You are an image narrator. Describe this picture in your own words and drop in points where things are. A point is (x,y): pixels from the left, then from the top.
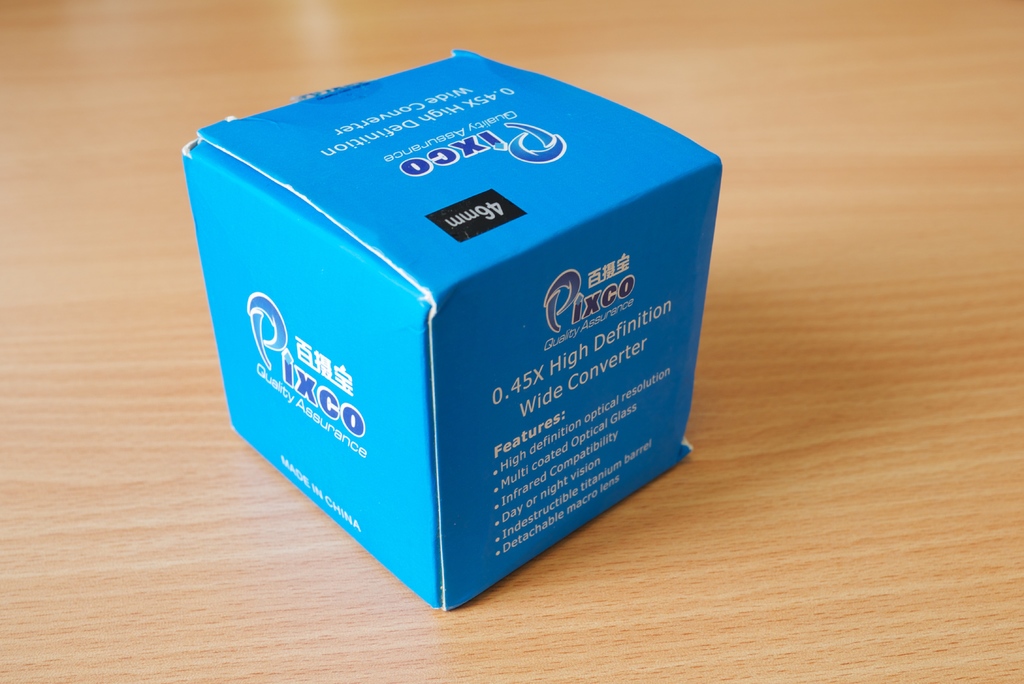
In this picture there is a blue color box (533,327) which has something written on it is placed on a brown surface (108,592).
